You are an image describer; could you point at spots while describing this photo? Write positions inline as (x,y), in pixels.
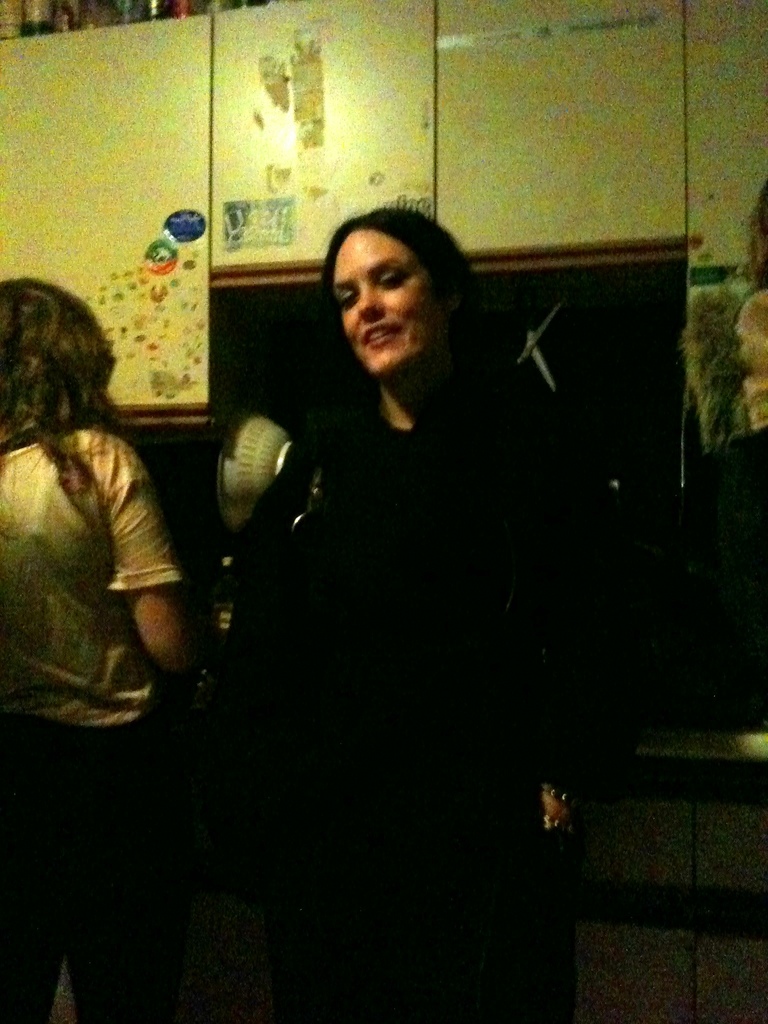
In the picture I can see a woman (436,702) wearing a black color dress (351,716) is standing here and smiling. Here we can see another person (123,594) wearing a white color dress (27,511) is standing on the left side of the image (109,552). In the background (226,467), we can see few objects (219,498) and we can see white color cupboards (413,108).
